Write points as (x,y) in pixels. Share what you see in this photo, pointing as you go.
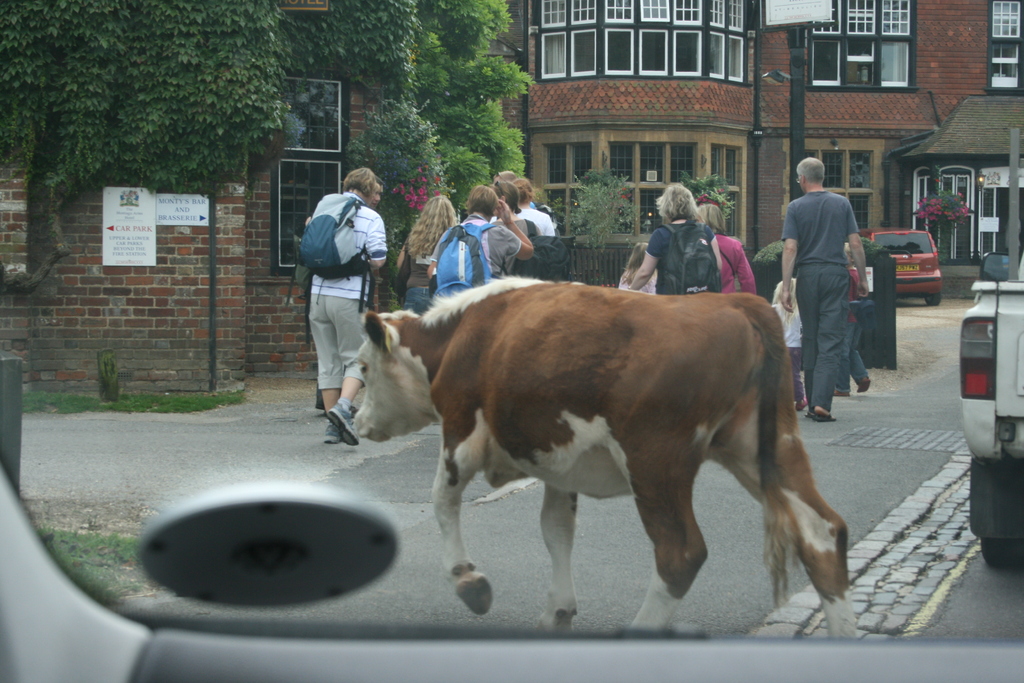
In the center of the image (447,382) there is a cow (566,435) on the road (546,568). At the bottom of the image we can see car mirror (375,519). In the background (856,204) we can see persons (501,190), trees (440,166), buildings (913,210) and flowers (929,212).
